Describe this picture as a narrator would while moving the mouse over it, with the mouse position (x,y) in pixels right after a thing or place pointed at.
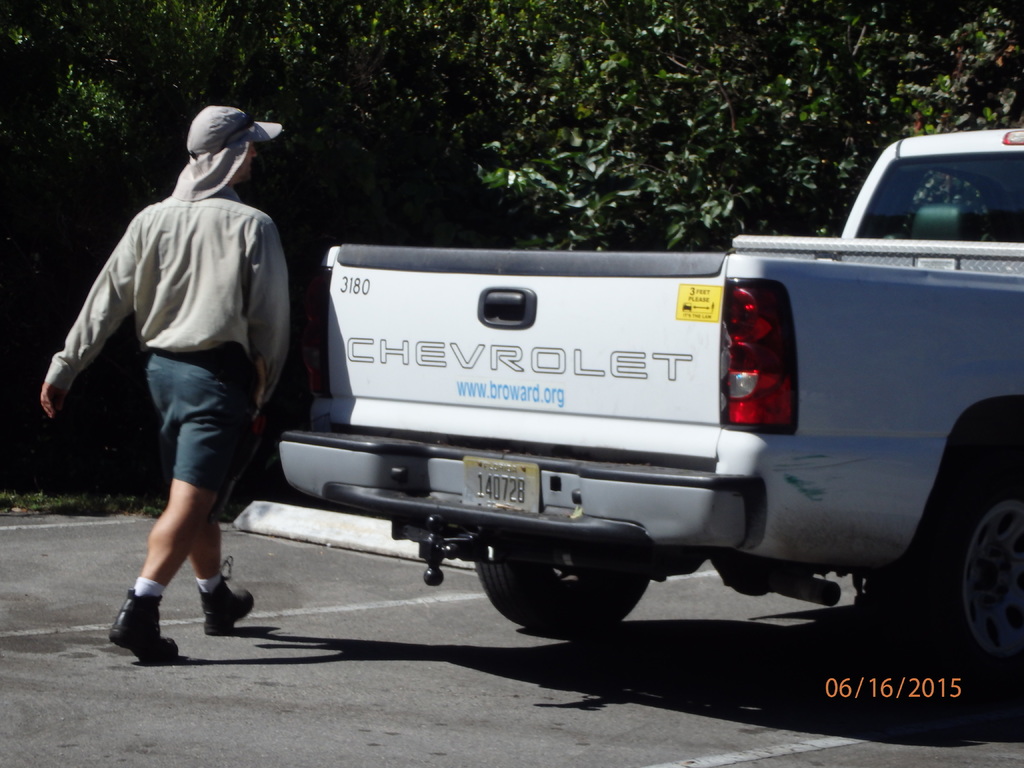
In this image I can see the vehicle (830,391) and I can also see the person (168,363) walking. In the background (462,159) I can see few trees (470,87) in green color.
